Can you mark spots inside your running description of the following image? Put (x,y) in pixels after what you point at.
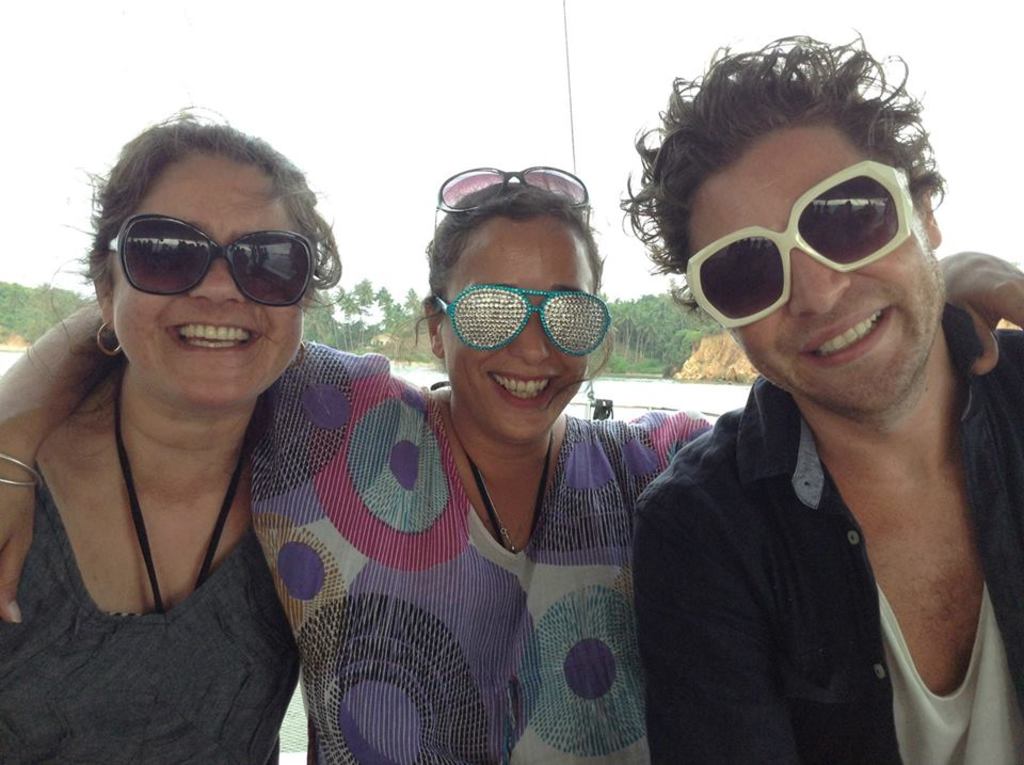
The woman (179,640) on the left corner of the picture (145,549) wearing black t-shirt (58,698) is wearing goggles (139,234) and she is smiling. Beside her, the woman (503,625) in white, purple and pink shirt (480,620) is also wearing goggles (551,322) and she is also smiling. Beside her, the man (862,590) in black shirt (778,570) is wearing goggles (873,227) and he is smiling. Behind them, we see water (698,408) and there are many trees (671,359) in the background (332,335). At the top of the picture (285,36), we see the sky (349,124).
